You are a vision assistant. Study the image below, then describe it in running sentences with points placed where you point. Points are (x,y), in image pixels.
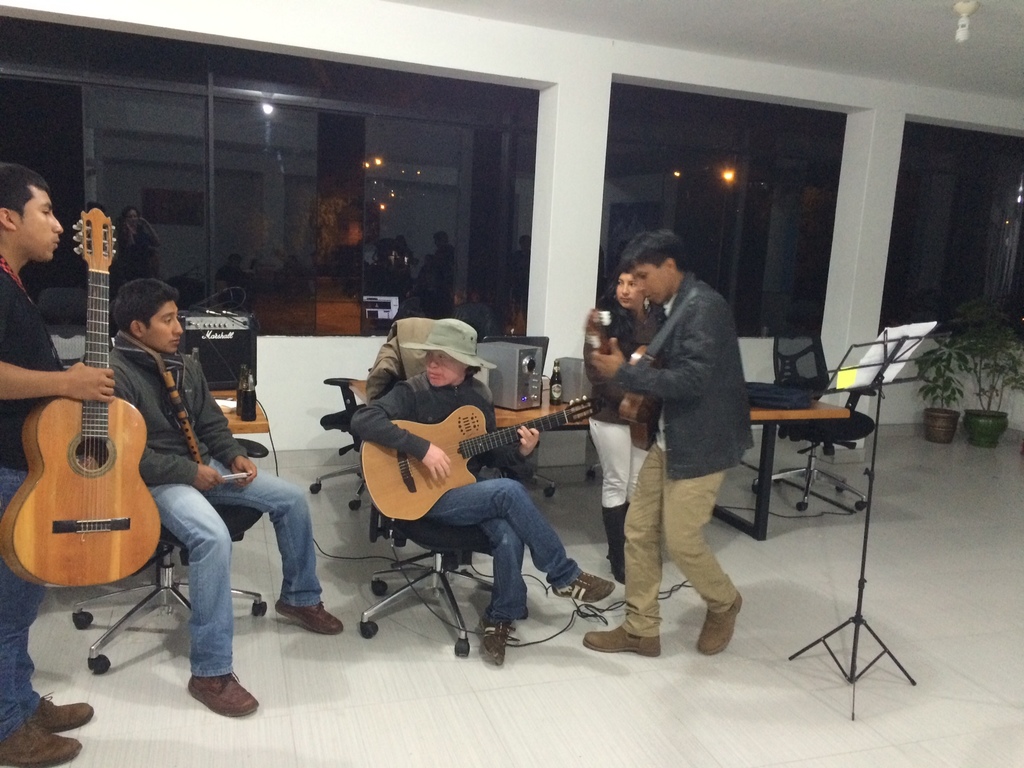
This man (707,294) and this woman (493,529) are playing a guitar (656,403). This person (209,628) is sitting on a chair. This person (47,235) is holding a guitar (40,477). Far a woman (627,298) is standing. In this room (290,423) there are tables (806,415). On this tables (787,413) there are bottles (246,387) and sound box (528,403). Far there are plants (988,394).
